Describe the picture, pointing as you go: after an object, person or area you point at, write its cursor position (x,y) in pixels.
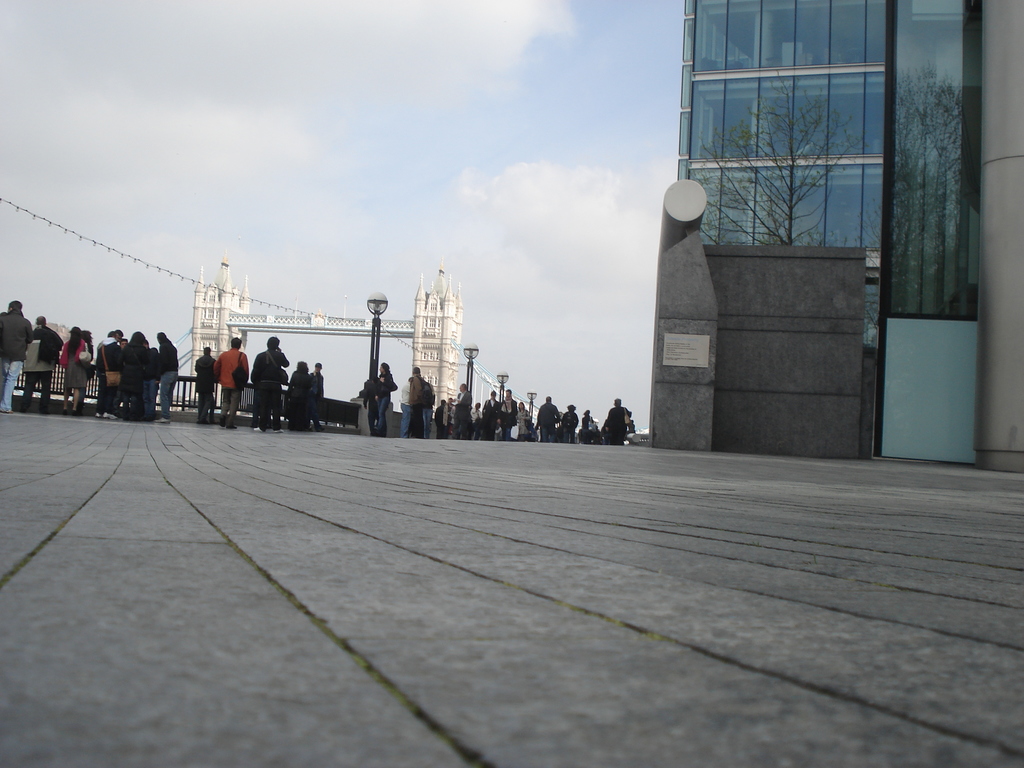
As we can see in the image there is a building (894,33), few people (122,385) walking here and there, street lamp (380,306), sky (381,160) and on building (840,233) there is a tree reflection (791,224).
